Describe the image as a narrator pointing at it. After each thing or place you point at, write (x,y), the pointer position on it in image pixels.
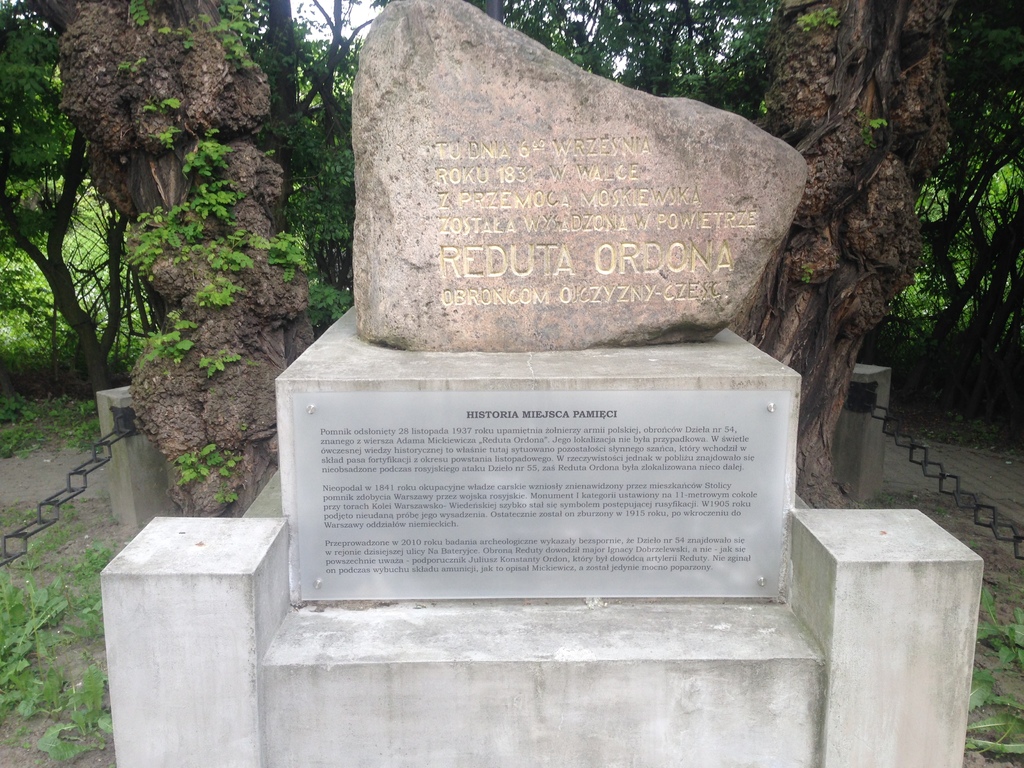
In this image we can see memorial stones (536,390), plants (32,613), ground (61,463), and trees (584,59).
